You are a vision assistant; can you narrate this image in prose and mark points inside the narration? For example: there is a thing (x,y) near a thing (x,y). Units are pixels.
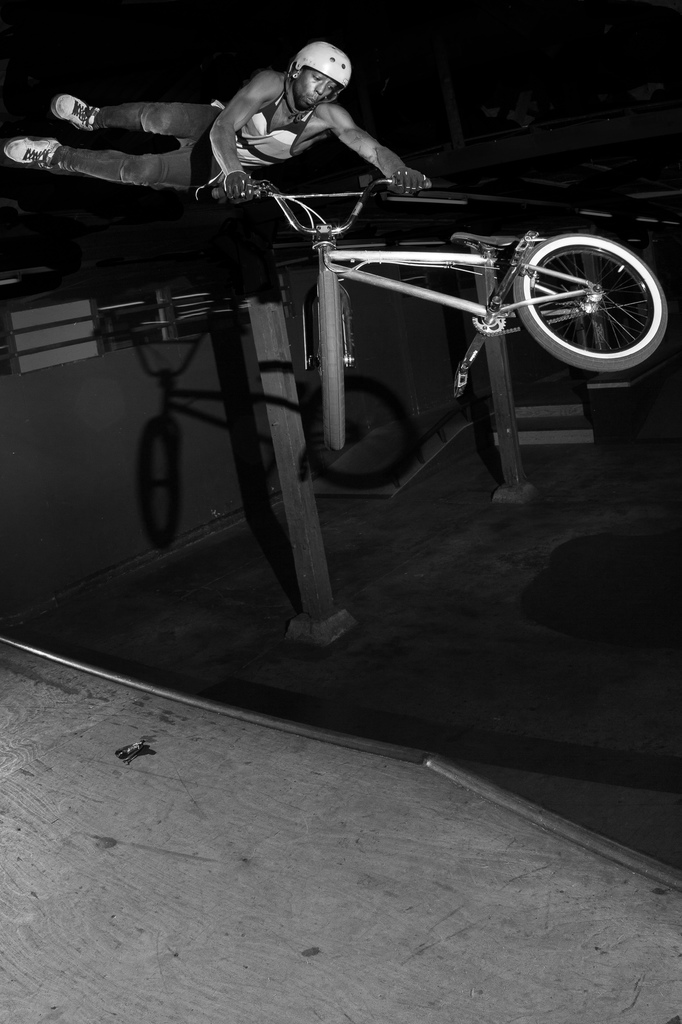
This image is a black and white image. This image is taken indoors. At the bottom of the image (272,946) there is a floor (238,839). In this image the background is dark and there is a railing (126,323). In the middle of the image (333,353) a man (212,143) is performing stunts with a bicycle (564,331). There are two wooden rods (479,293).
